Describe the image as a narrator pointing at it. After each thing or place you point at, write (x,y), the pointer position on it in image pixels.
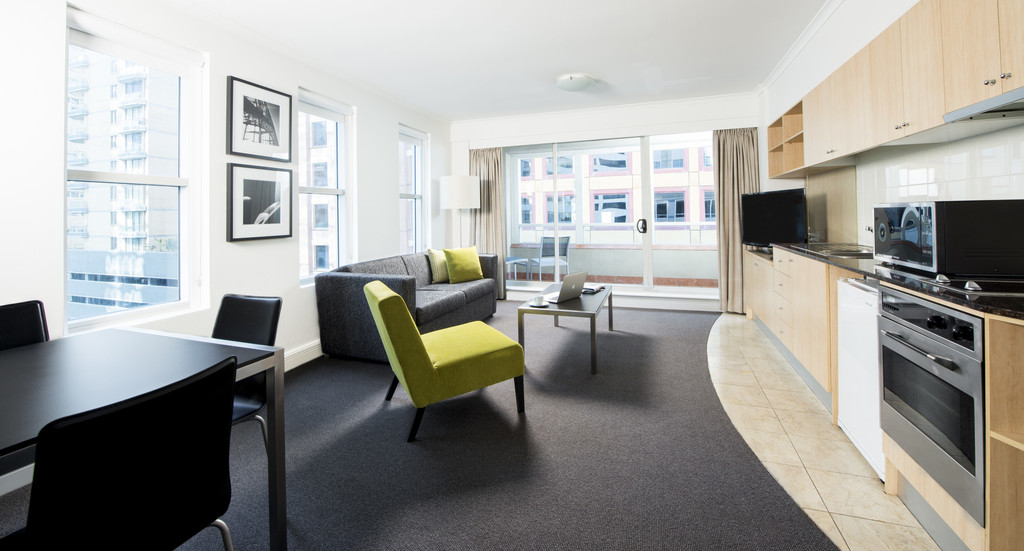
Pictures (267,146) on wall (254,290). From this windows (160,172) we can able to see buildings (669,202). On floor (545,447) there is a chair (485,349), table (539,308) and couch (449,284). This couch (436,290) is with pillows (436,272). On this table (558,303) there is a cup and laptop (566,288). On this furniture (829,279) there is a television (759,223) and oven (923,357).
